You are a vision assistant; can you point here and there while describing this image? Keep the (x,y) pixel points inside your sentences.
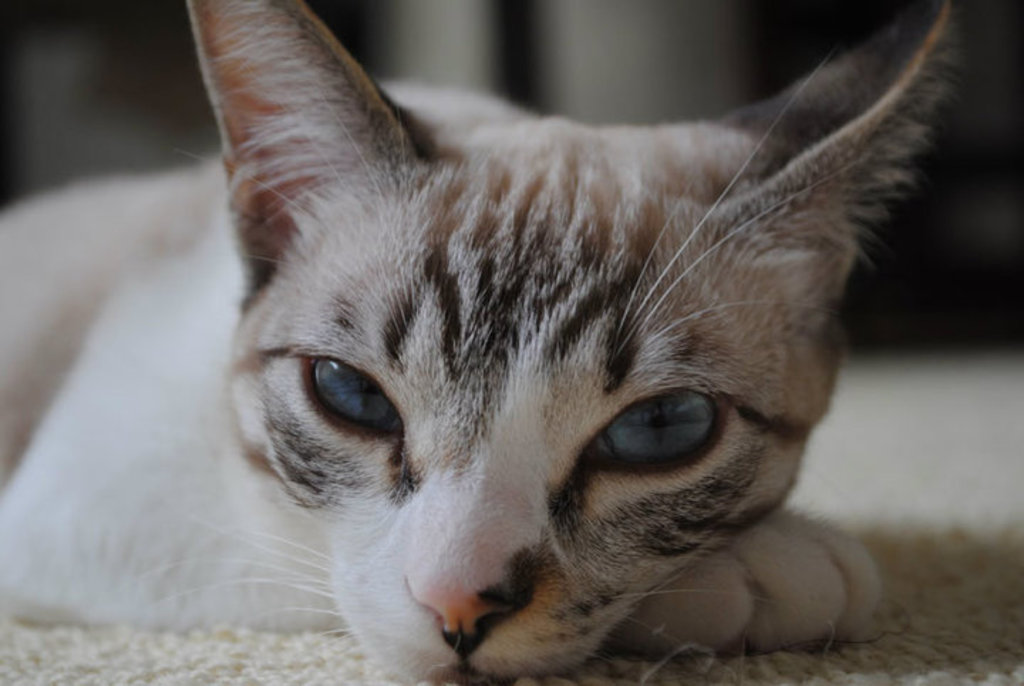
In this image we can see a cat (368,391) on a mat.
